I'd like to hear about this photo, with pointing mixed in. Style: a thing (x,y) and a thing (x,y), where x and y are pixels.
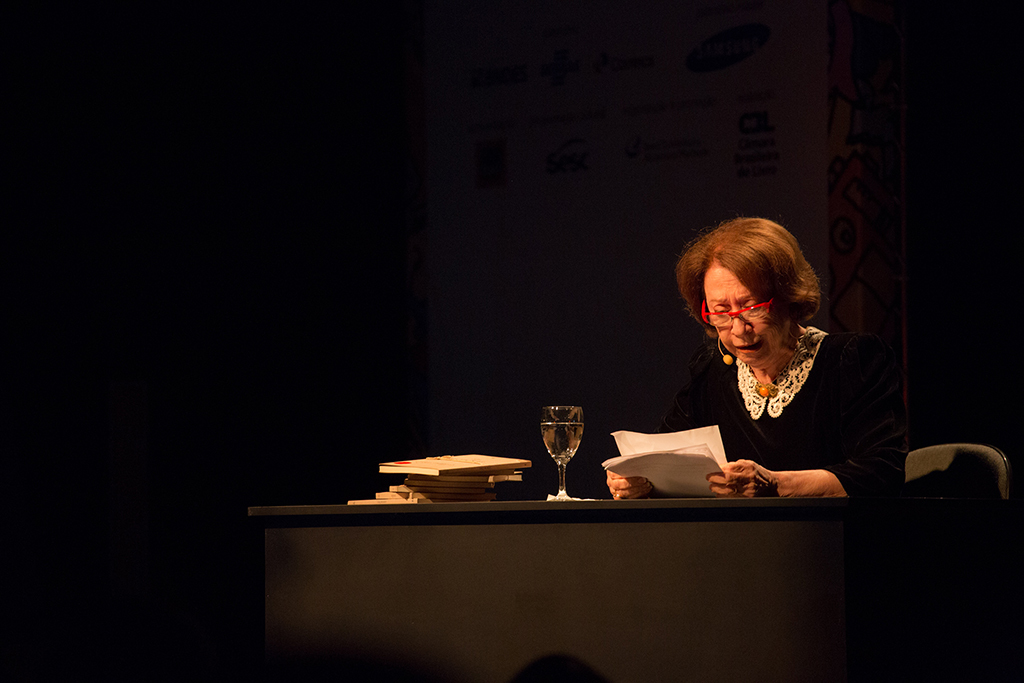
In this picture a lady (761,430) is sitting on the table (660,527) and reading the document (679,472) with a glass of water (559,442) beside her.
